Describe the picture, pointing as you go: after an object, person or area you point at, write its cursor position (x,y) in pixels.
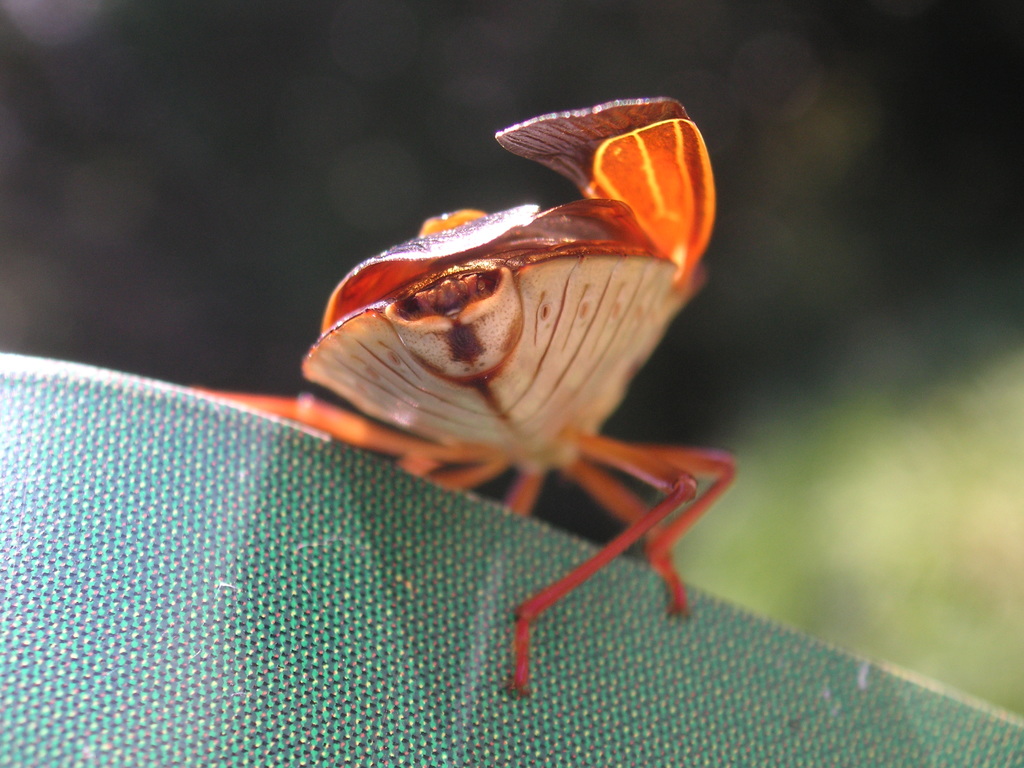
Background (172,73) portion of the picture is completely blur. In this picture we can see an insect (602,279) on a green surface (343,474).
